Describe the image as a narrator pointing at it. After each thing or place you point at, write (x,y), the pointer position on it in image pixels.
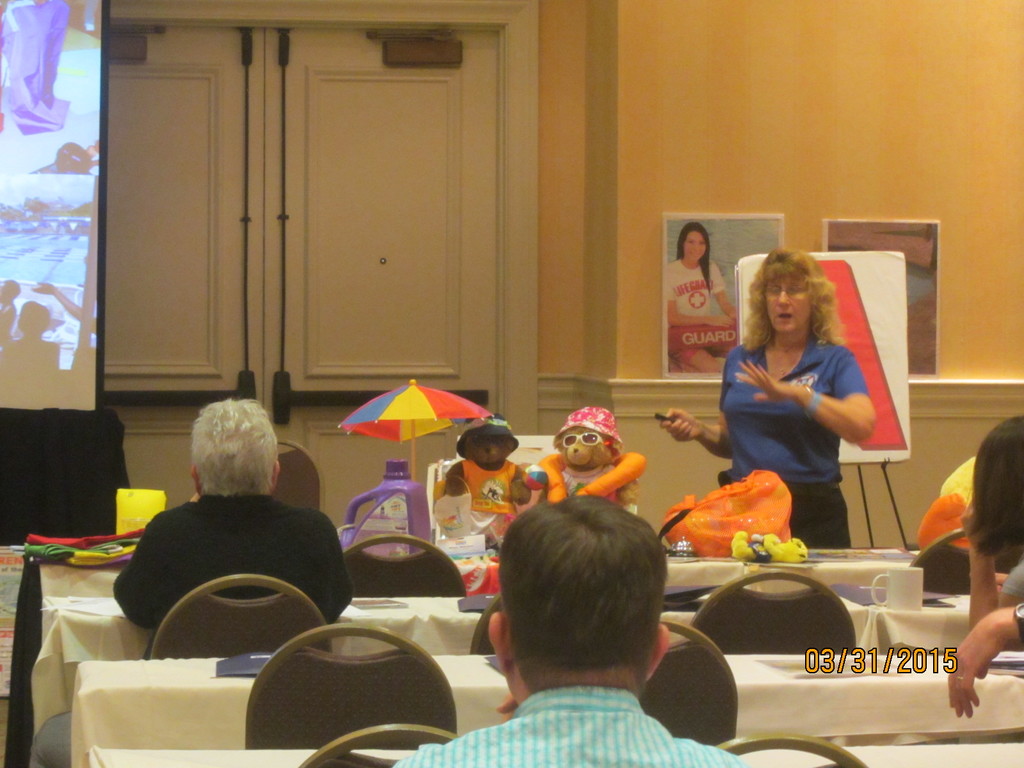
In this picture we can see some people (155,586) are sitting on chairs (429,680) in front of tables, on the left side (87,288) there is a screen (87,277), on the right side (807,457) we can see a woman (793,444) is standing, there is an umbrella (397,408), dolls (490,432) and a bag (724,494) present in the middle (575,462), in the background (785,138) there is a wall (799,126), we can see two posters (732,259) on the wall (818,244), we can also see double door (262,187) in the background (283,206).
